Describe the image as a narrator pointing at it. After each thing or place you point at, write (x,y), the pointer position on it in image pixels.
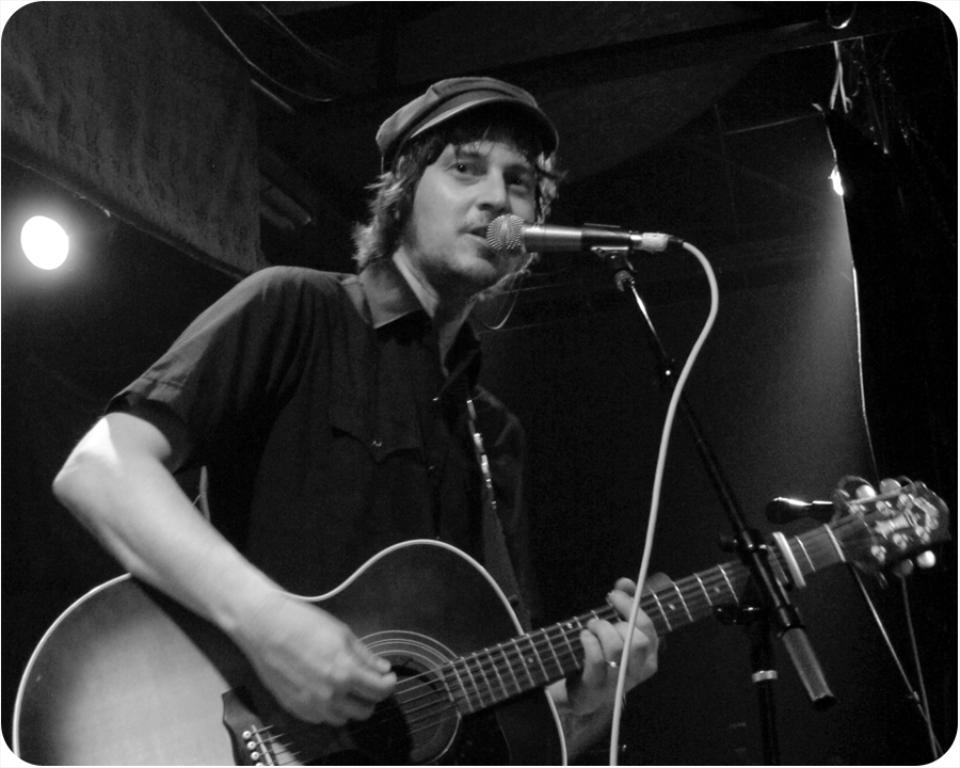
He is standing and he's playing a guitar (727,591). In background (60,224) lights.
